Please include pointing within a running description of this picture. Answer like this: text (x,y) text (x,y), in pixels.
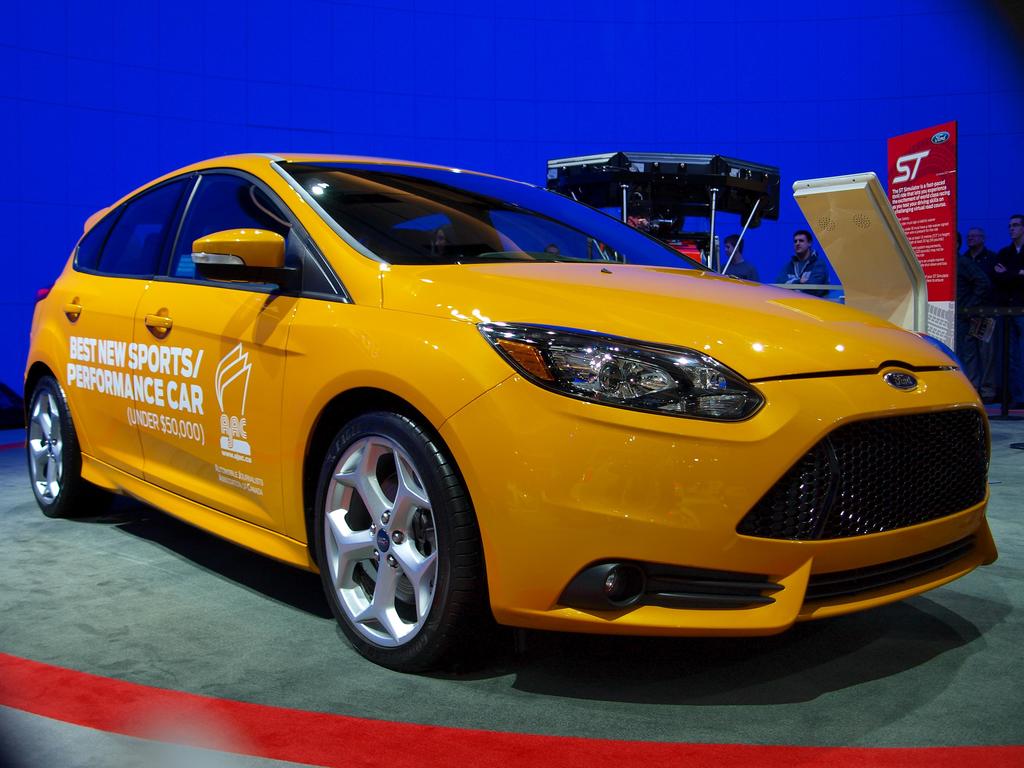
Background (228,66) portion of the picture is in blue color. On the right side of the picture (870,273) we can see the people (989,277), board (946,242) and objects (678,190). In this picture we can see a car (648,576) on the floor (621,669).
